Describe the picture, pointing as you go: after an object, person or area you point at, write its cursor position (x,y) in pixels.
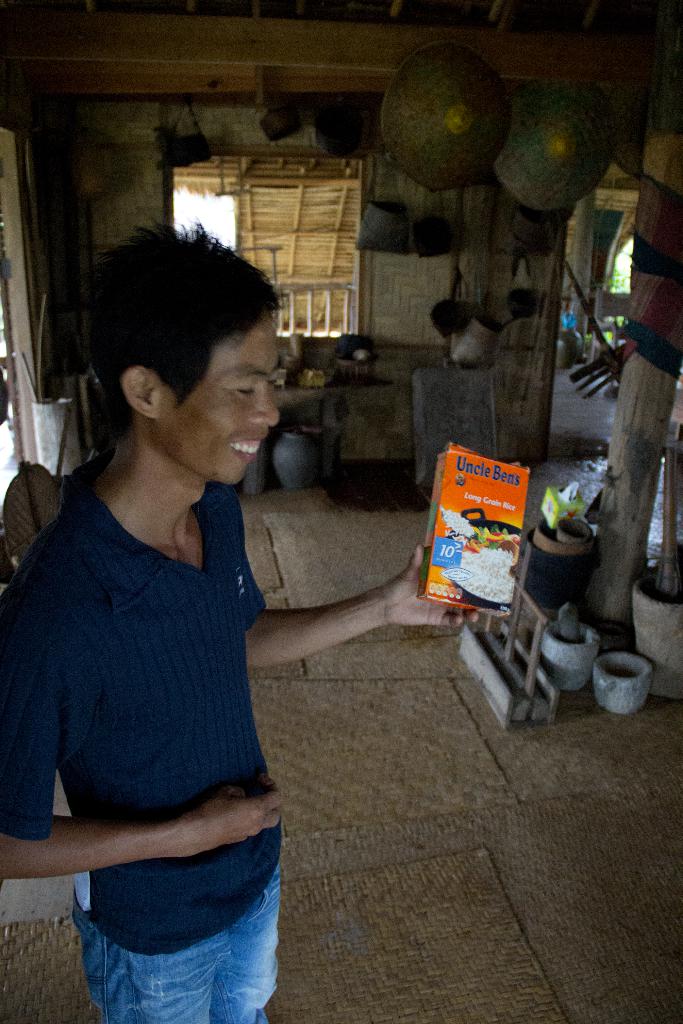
In this image we can see a person (155,587) standing on the mat (422,531) and holding box (437,545) with text (464,462) and image (467,546). In the background (559,641), we can see the bags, sticks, stones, boxes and a few objects (357,374). And we can see a window (275,230), through the window (304,243) we can see a shed (309,272) and railing (327,323).
